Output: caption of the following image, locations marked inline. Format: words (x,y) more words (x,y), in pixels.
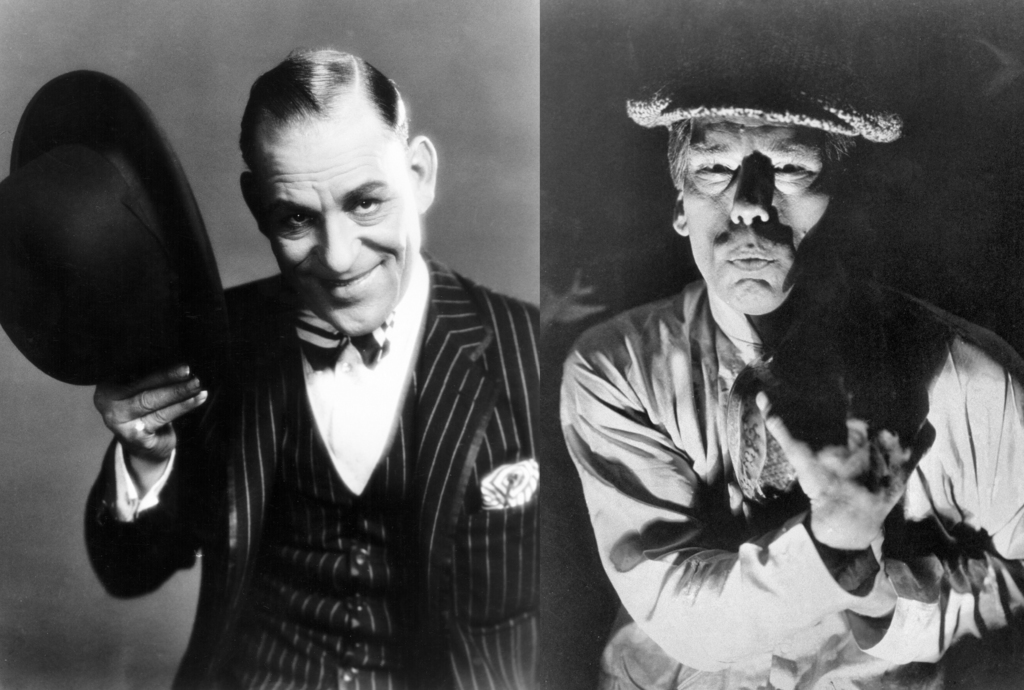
This black and white picture is collage of two different images. To the left (333,546) there is a man (355,450) standing. He is wearing suit (256,449). He is smiling. He is holding a hat (76,251) in his hand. To the right (723,588) there is a man (784,415) standing. He is wearing a cap (761,91) on his head (759,91).
